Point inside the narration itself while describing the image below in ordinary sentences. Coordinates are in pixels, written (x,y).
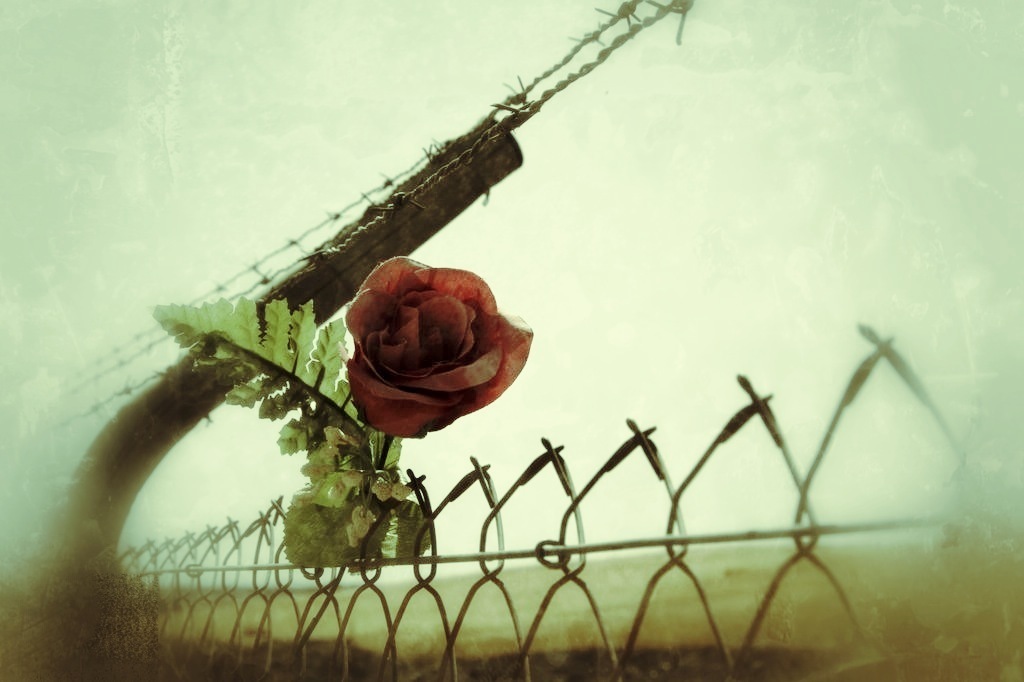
In this picture we can see a rose flower (429,356) and leaves (344,395), at the bottom (623,537) there is fence (557,566), we can see the sky (449,113) in the background (430,115).
